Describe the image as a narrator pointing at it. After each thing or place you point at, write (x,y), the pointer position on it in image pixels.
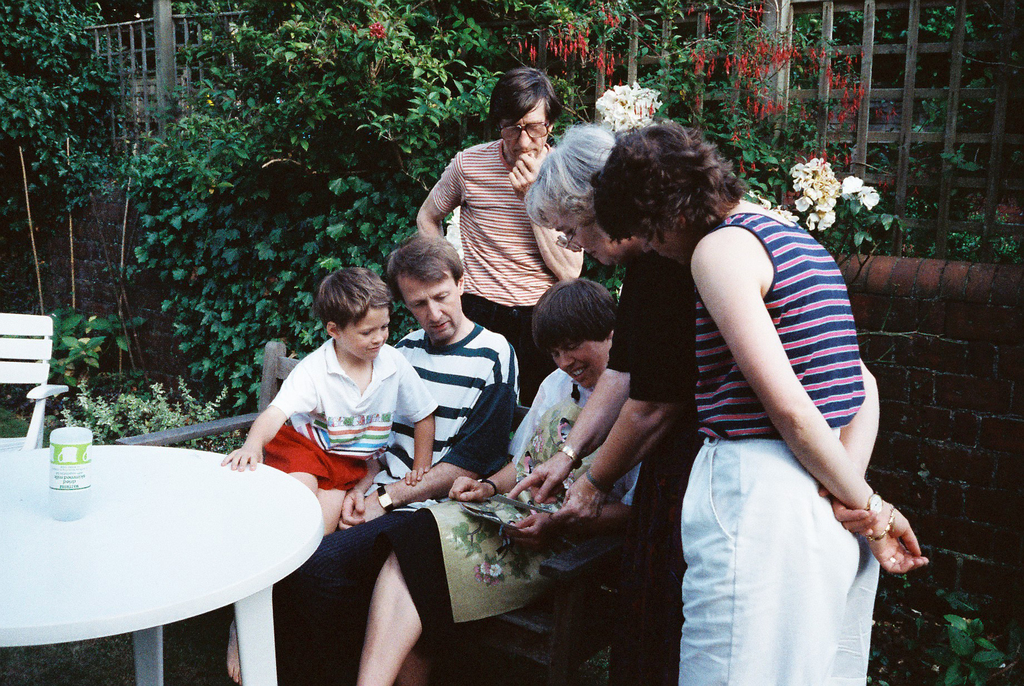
In this image i can see a group of people (395,455) a woman (552,394) sitting here is watching something, there is a table (263,513) and a glass (92,441), at the left (43,389) there is a chair (30,375), at the back ground (149,259) i can see a tree (260,205).
